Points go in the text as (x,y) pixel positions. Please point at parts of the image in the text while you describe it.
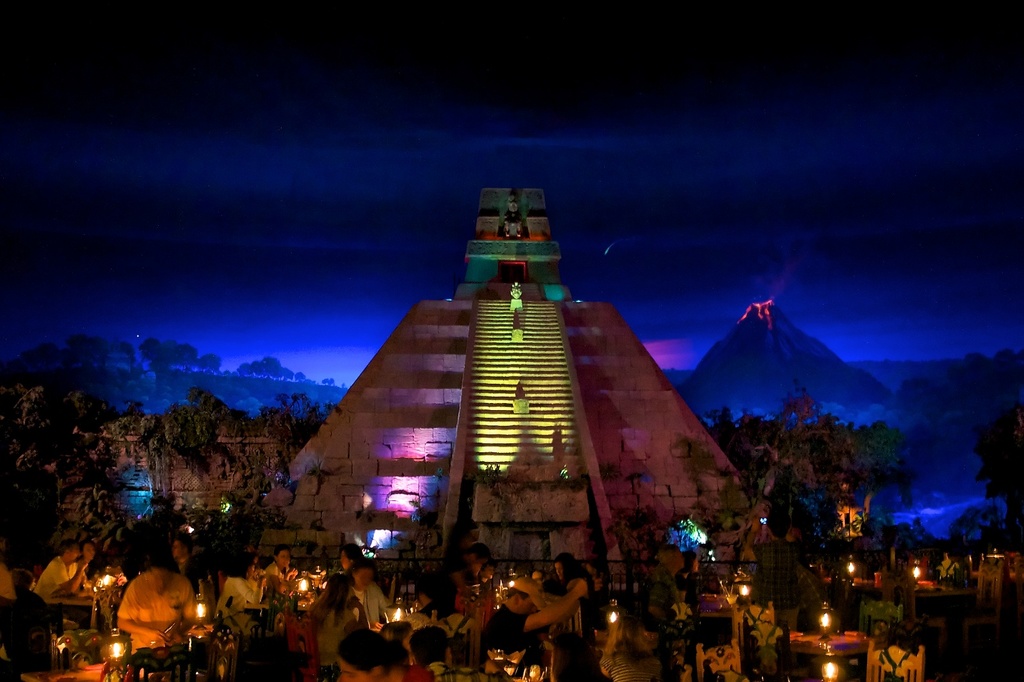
This picture is clicked outside. In the foreground (850,657) we can see there are many number of chairs (761,638) and tables (841,646) and we can see the lights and we can see the group of people (531,594) sitting on the chairs (310,650). In the center (591,341) there is a building (613,358) and some sculptures (518,324). In the background (260,251) we can see the sky (752,171), hills (872,369) and trees (769,441).
